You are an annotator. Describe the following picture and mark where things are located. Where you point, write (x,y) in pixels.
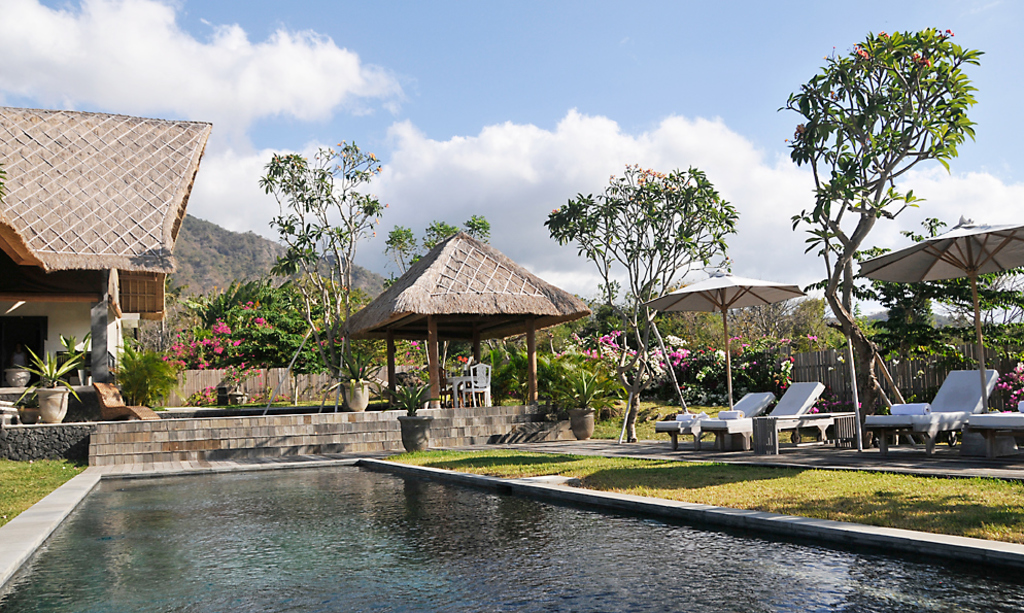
In this image I can see water (435,575), grass (784,504), beds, fence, umbrella huts (449,310), house (126,226), house plants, trees (187,301) and mountains (375,291). In the background (399,161) I can see the sky (552,151). This image is taken may be during a day.
